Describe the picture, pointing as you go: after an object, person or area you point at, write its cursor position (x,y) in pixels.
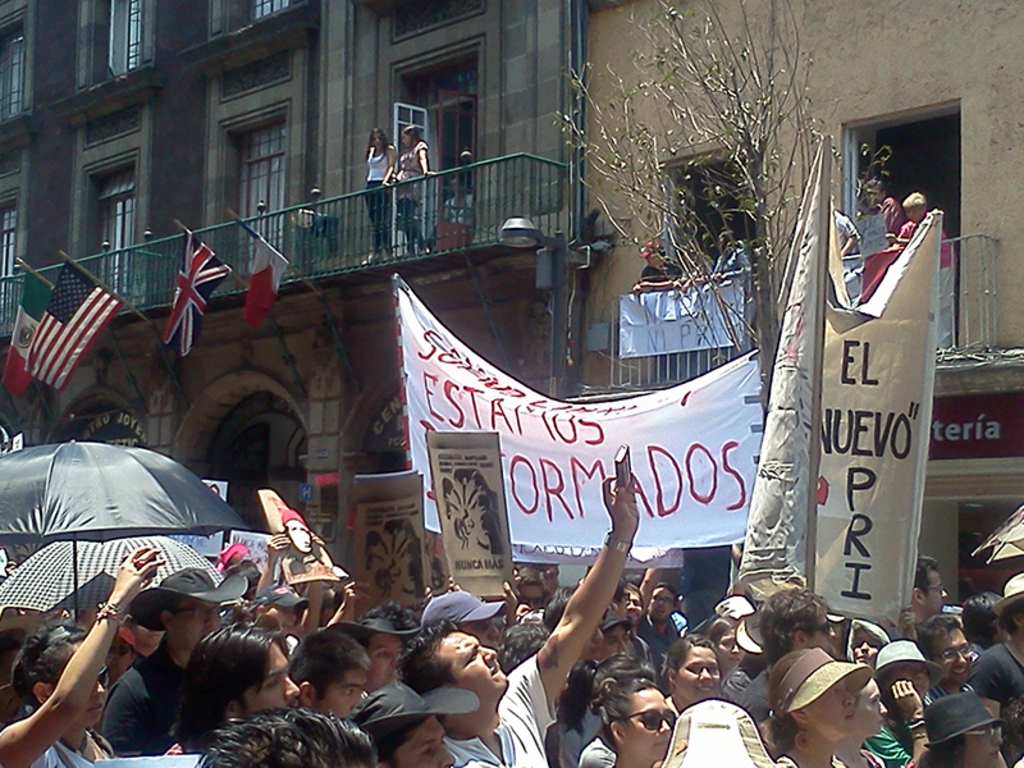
In this image there are many people (534,707) standing. They are holding banners (693,448), placards (485,499) and umbrellas (93,546) in their hands (128,574). Behind them there are buildings (518,150). In front of the building (693,228) there is a tree (720,242). There is a railing (313,239) to the buildings (315,320). There are people (387,162) standing at the railings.
